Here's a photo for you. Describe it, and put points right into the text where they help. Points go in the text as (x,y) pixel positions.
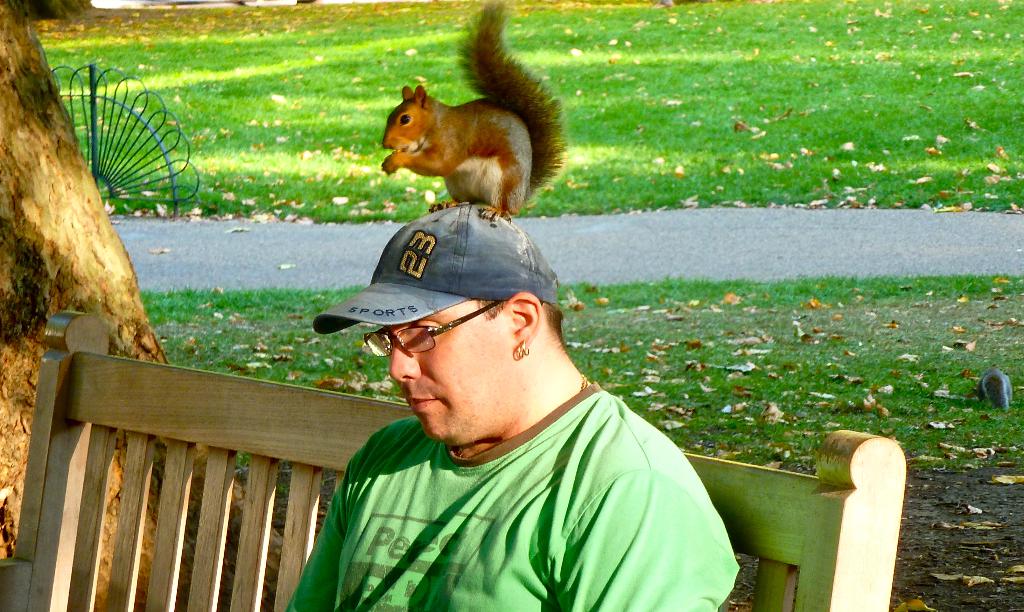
In this picture there is man (411,466) sitting on the bench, wearing a hat (432,307) and spectacles (425,329). On his head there is a squirrel (453,145) sitting. In the left side (45,210) there is a tree (45,225). In the background (269,273), there is a garden (665,347) and a road (732,231) here.
